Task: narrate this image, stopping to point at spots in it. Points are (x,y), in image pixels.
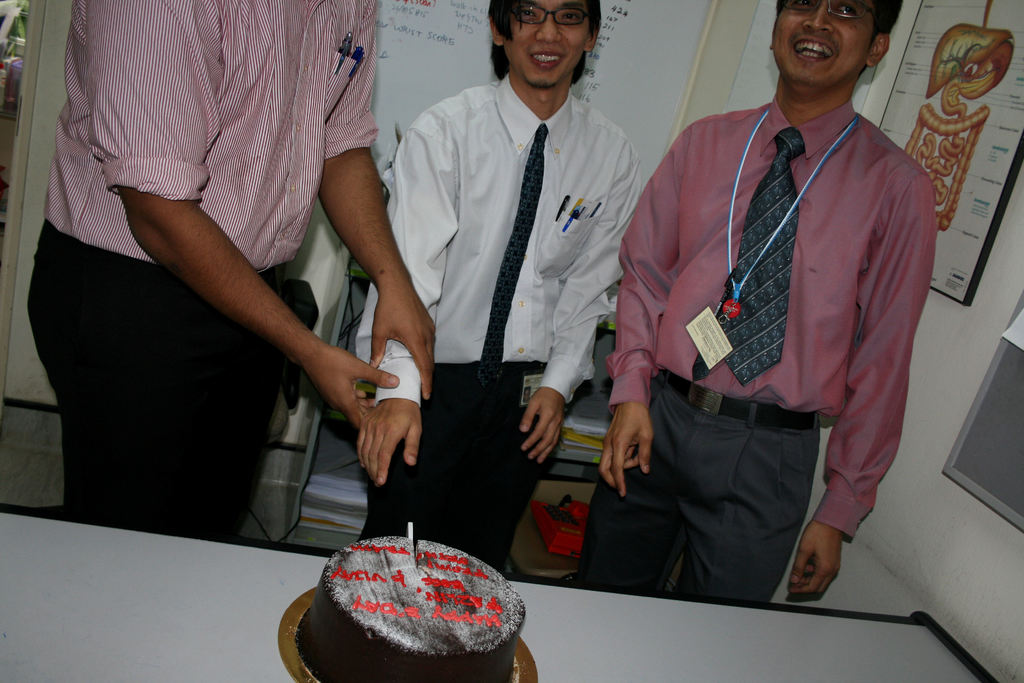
In this image there is a cake (450,638) on the table (192,621). Behind the cake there are three people (447,269) standing near the table (565,617). The man (488,404) in the middle (486,353) is smiling. On the left side (256,82) there is a man (256,122) who is holding the hand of another person (446,304). In the background (637,57) there is a whiteboard (650,69). On the right side (961,330) there is a wall (987,280) on which there are charts (970,158).
